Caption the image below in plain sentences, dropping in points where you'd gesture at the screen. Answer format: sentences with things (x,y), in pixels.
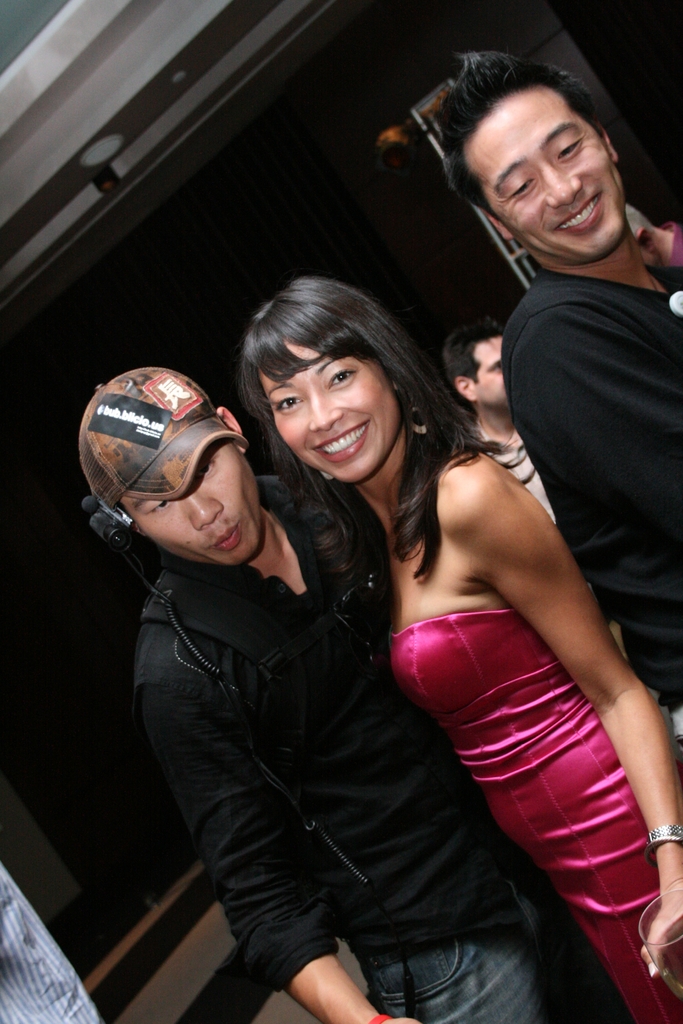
In this picture there are two persons (582,479) wearing black dress (240,587) are standing and there is a woman (530,593) standing in between them and there is another person (488,337) in the background (457,340).
